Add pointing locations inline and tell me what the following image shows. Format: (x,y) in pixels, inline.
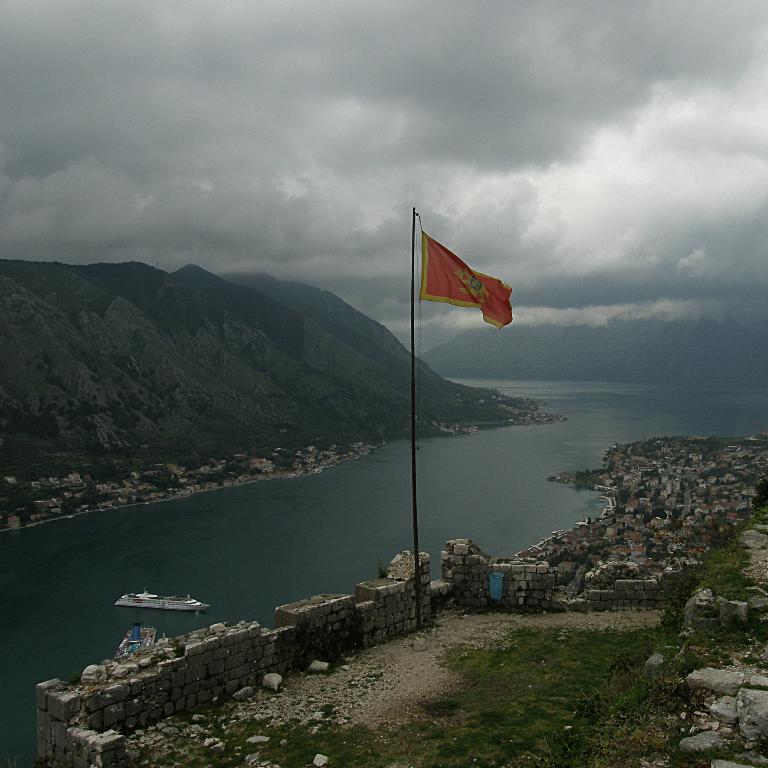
In the middle of the image (459,301) we can see a flag (470,301), on the left side of the image (167,602) we can find boats (146,595) on the water (211,547), in the background (273,431) we can see few trees (289,343), hills (282,299) and clouds (501,275).
